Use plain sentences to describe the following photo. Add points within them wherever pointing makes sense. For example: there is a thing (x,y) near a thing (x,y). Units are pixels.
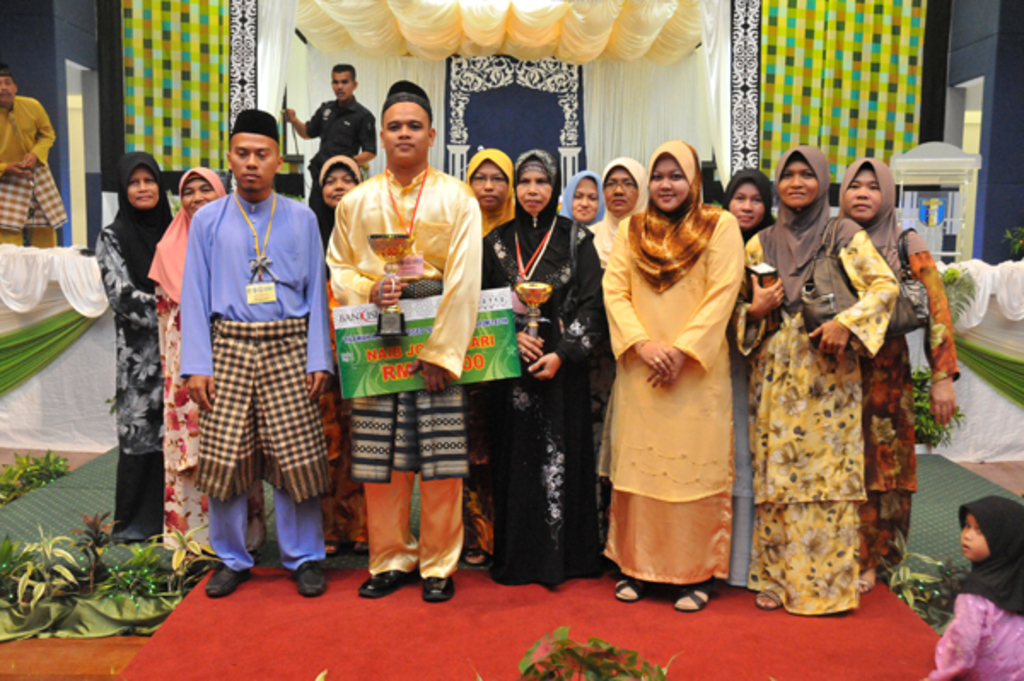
In this image I can see group of people (448,399) standing. In front (407,339) the person (428,346) is holding a shield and a board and the board (495,331) is in white and green color. Background (878,143) I can see few curtains (815,141) in green and cream color and I can see few plants (118,571) in green color and the wall (974,51) is in gray color.
